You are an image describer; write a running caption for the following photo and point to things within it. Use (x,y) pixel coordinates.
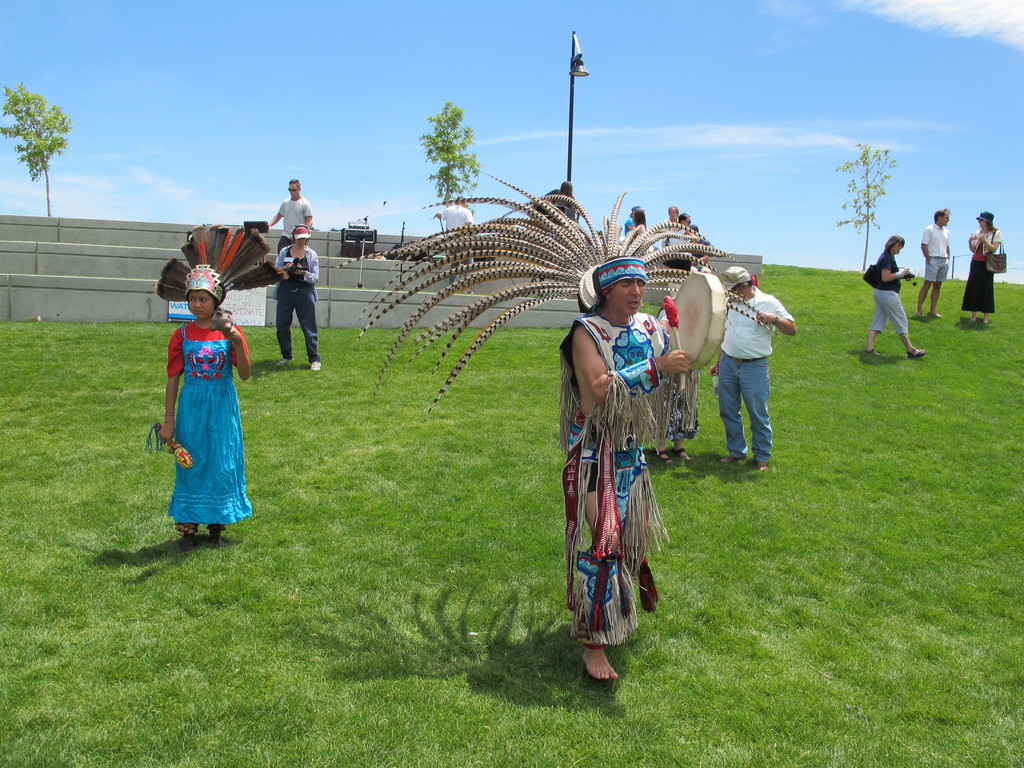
In this image we can see persons (489,248) standing on the ground (559,521) and some of them are holding musical instruments (687,317) in their hands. In the background (314,124) we can see sky (806,97) with clouds (587,133), trees (22,132), street pole (572,133), street light (577,66) and staircase (116,266).
